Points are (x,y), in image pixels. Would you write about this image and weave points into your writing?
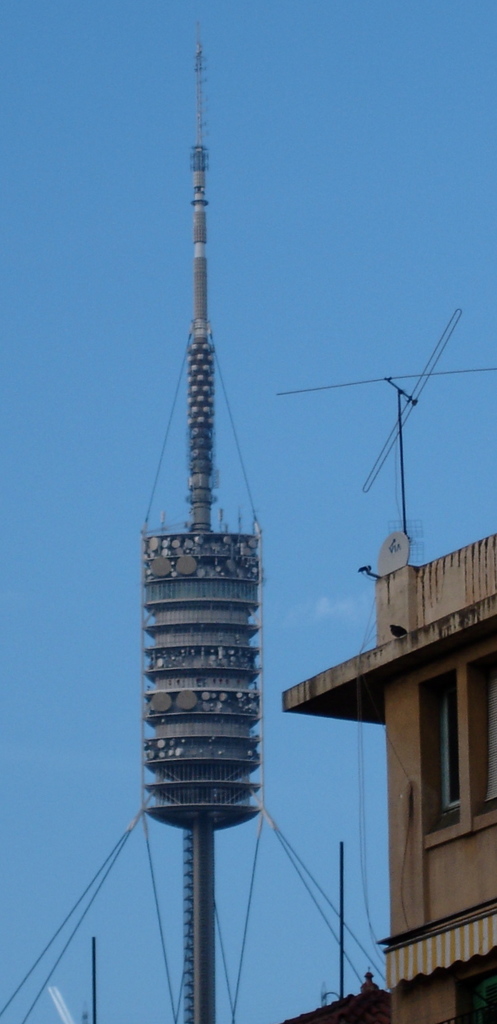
In the center of the image (204,497) a tower (210,457) and wires (163,455) are there. On the right side of the image (418,676) we can see a building (437,642) and antenna (403,391), dish (391,569) are present. In the background of the image (246,372) sky (165,453) is there.
